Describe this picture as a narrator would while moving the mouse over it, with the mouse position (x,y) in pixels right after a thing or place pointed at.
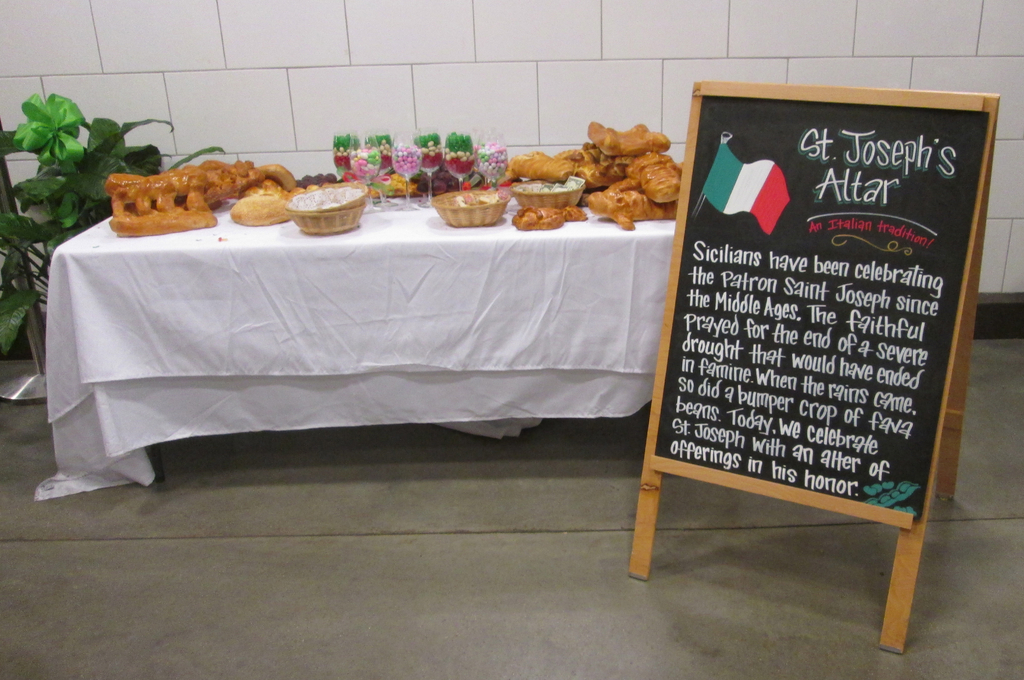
On the right side of the image (780,317) we can see a board (738,276) and we can find some text (826,310) on it, beside the board (818,213) we can see baskets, glasses (372,147) and other things (386,193) on the table (450,260), on the left side of the image (101,180) we can find a metal rod (39,320) and plants (51,190).
